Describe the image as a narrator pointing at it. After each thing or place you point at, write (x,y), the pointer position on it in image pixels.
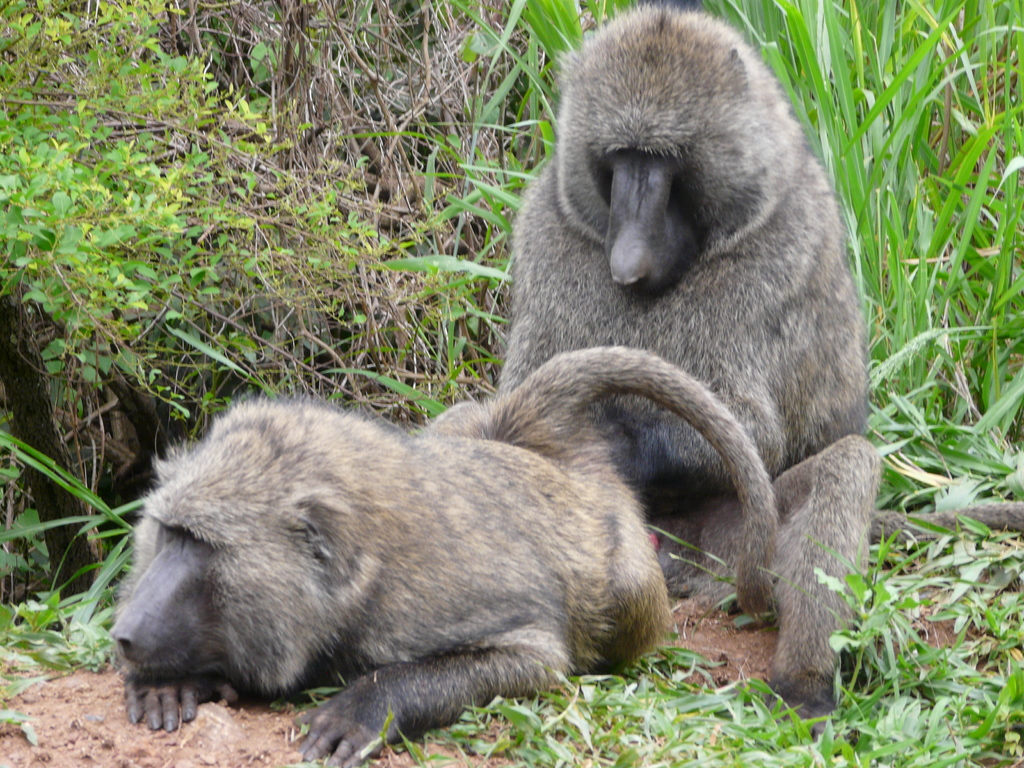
In this image we can see two monkeys (416,513), some bushes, plants (170,401) and grass (840,698) on the surface (216,761).
